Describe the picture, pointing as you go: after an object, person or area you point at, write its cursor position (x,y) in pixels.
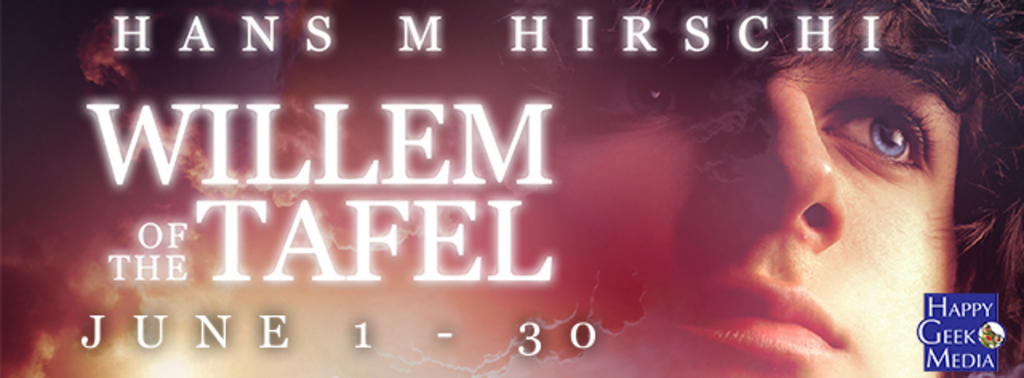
In this image, we can see a poster (611,150) with some images (696,127) and text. We can also see the watermark (930,296) on the bottom right corner (930,296).
